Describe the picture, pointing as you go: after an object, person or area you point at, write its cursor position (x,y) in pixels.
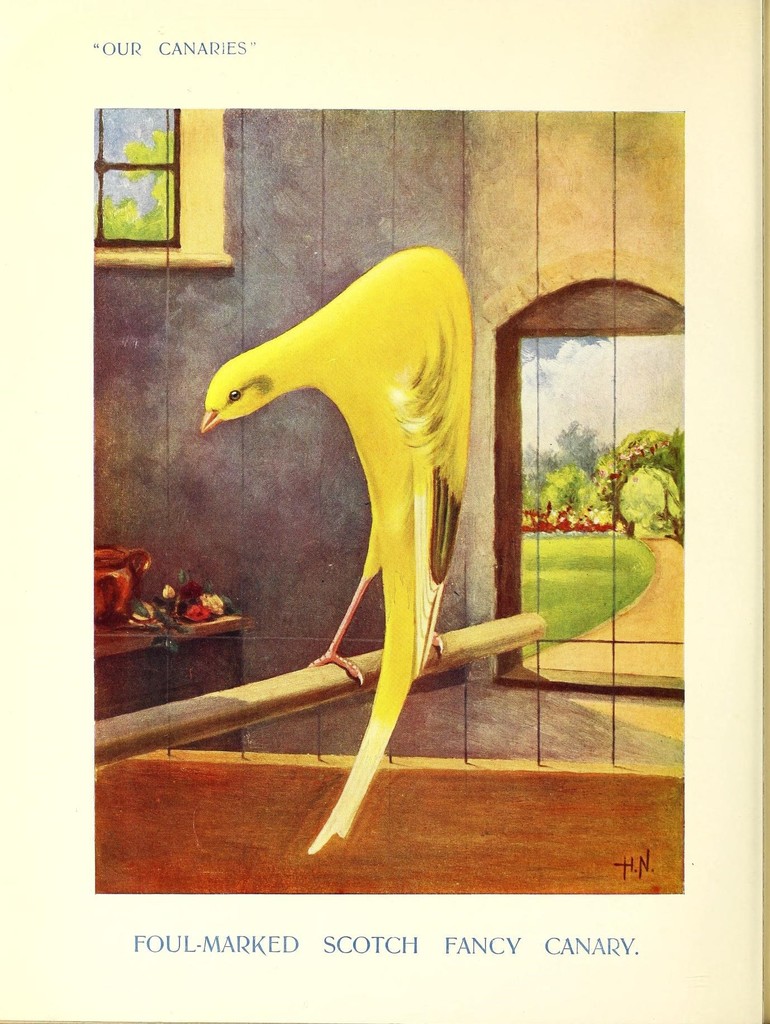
In the picture I can see a bird (400,350) which is in yellow color is standing on a wooden stick (329,690) and there are few objects (114,599) in the left corner (142,568) and there is a window (630,417) in the right corner (626,461) and there is something written below the image.
